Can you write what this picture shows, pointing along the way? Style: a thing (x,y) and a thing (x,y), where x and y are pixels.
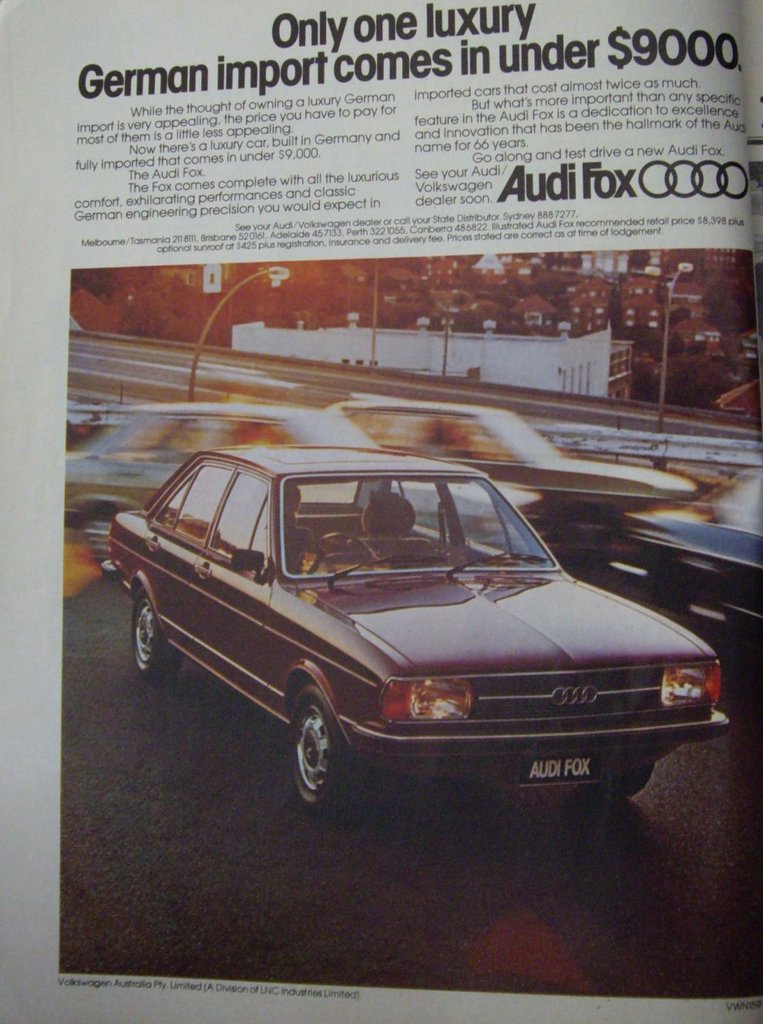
We can see poster (457,522), in this poster (494,528) we can see cars (453,641) and we can see lights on poles (371,355) and buildings (491,283).
